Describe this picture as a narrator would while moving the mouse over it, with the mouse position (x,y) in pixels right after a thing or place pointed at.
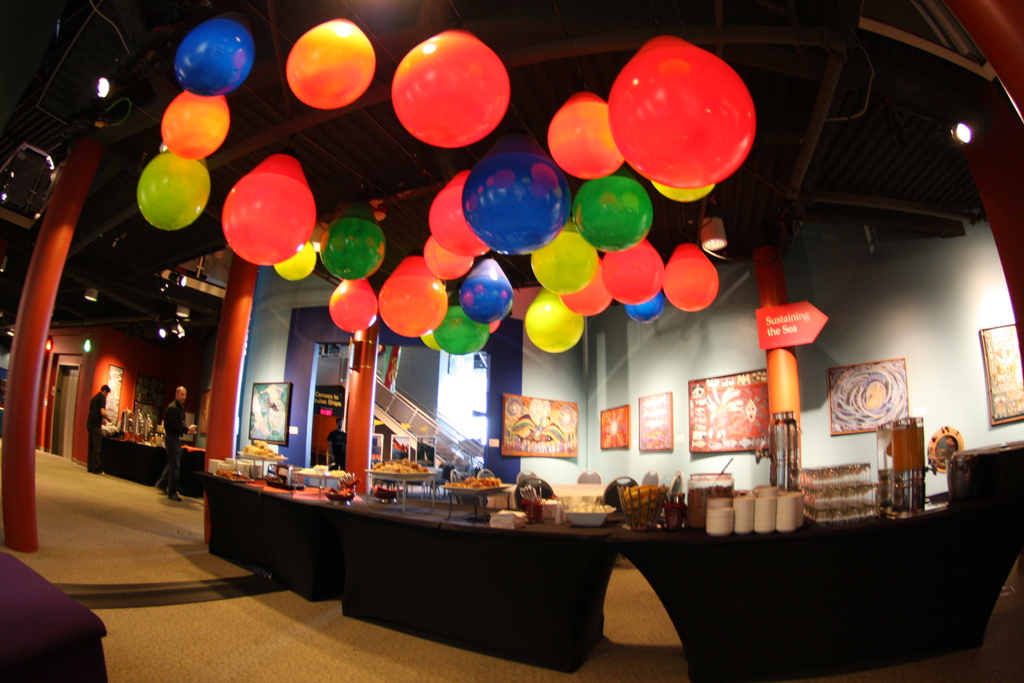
In this image I can see few dishes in the bowl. I can also see few bowls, plates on the table (903,548). Background I can see few frames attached to the wall (651,386), I can also see two persons (169,463) standing and balloons (560,258) in multi color.
